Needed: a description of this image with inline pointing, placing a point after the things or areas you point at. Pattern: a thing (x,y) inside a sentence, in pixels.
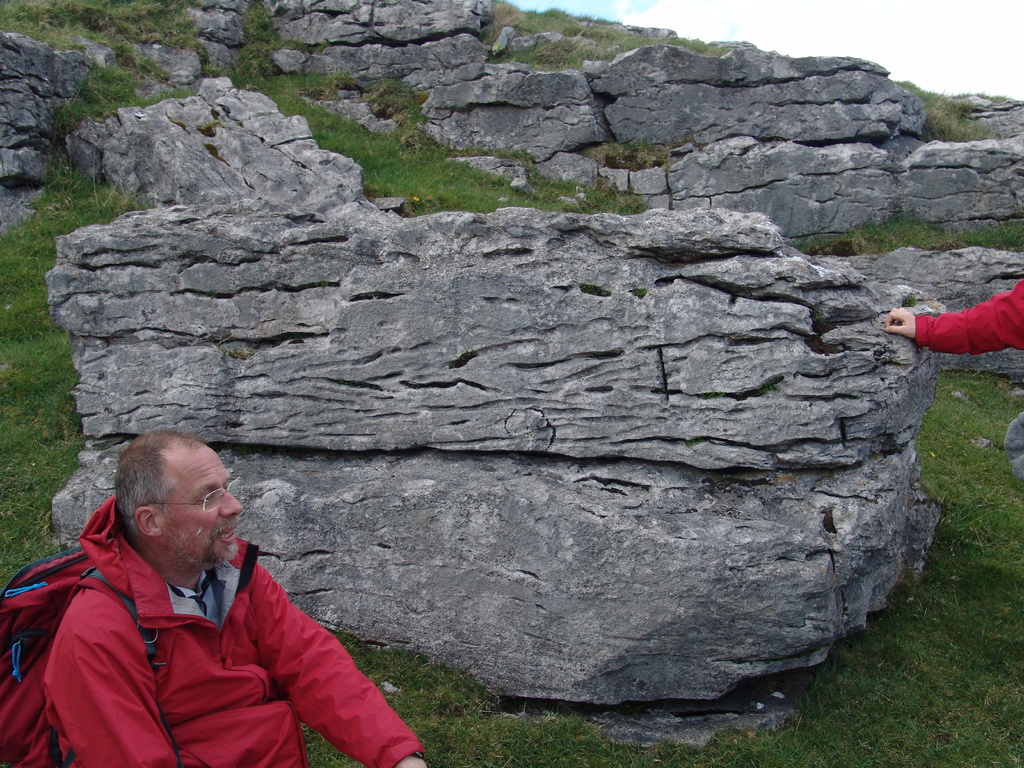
This picture is clicked outside. On the left (190,585) there is a man (182,712) wearing red color jacket (231,703), backpack (16,621) and seems to be sitting on the ground (949,656). The ground (949,656) is covered with the green grass (973,558). On the right corner (968,322) we can see the hand (897,329) of a person (942,328). In the background (677,188) we can see the sky (790,13), grass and the rocks (499,284).
